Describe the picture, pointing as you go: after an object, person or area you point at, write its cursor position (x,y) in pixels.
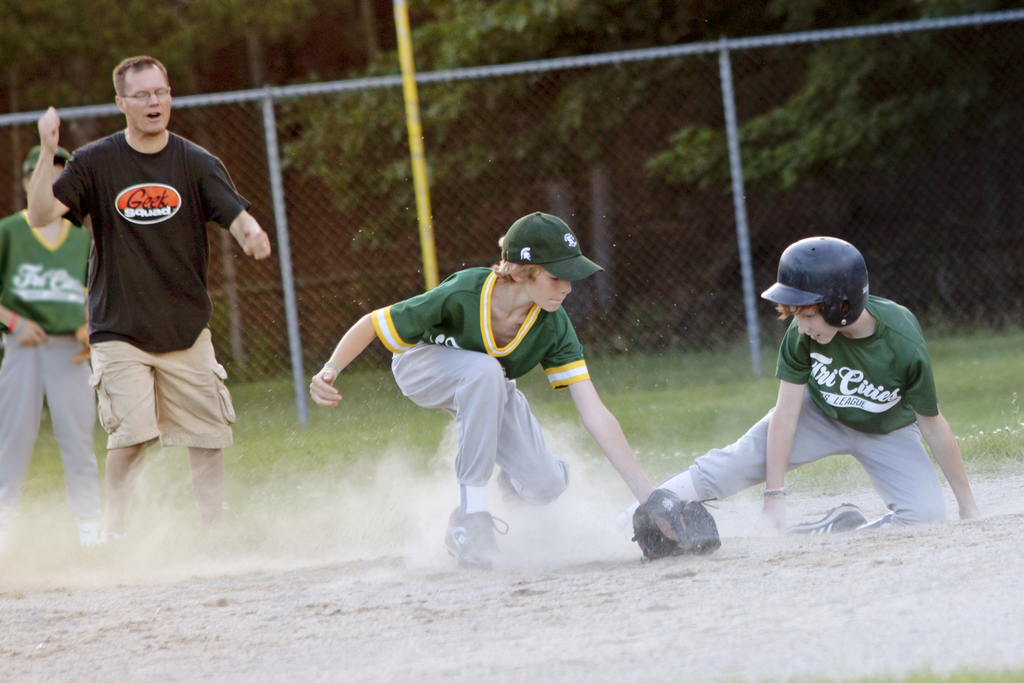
In this image we can see two boys (806,356) are playing. They are wearing green color t-shirt (842,378) and pant (544,453). We can see two person (116,225), pole (413,112), fencing (729,85) and trees (611,104) in the background (281,52).
